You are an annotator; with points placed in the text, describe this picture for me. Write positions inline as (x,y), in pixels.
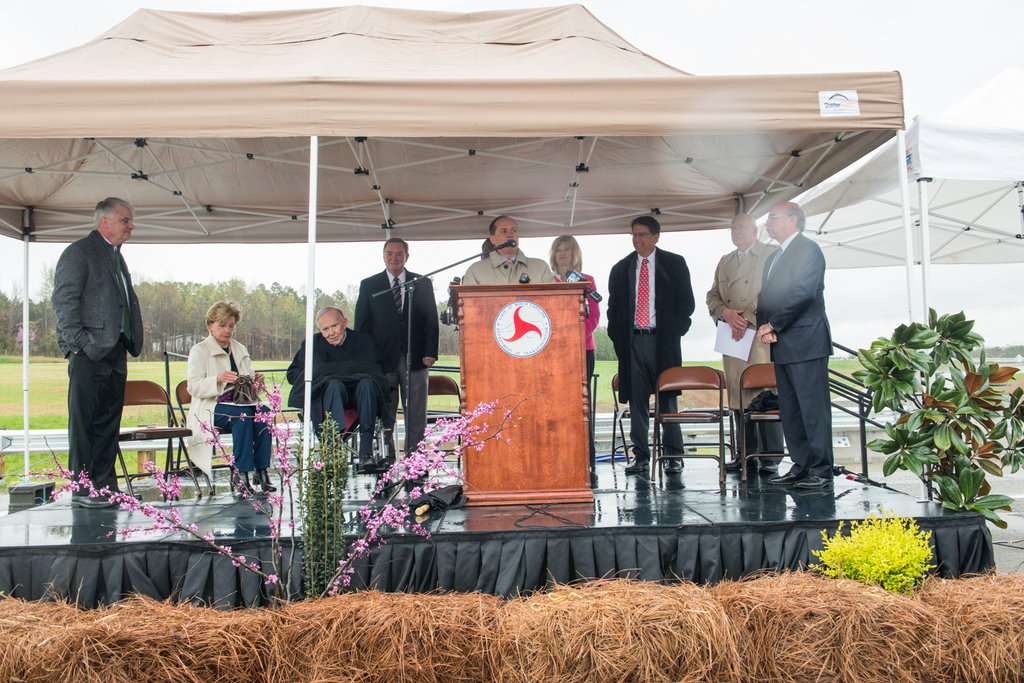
In this picture we can see plants (973,427), dried grass (794,591), tents (631,125), two people (321,376) sitting on chairs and some people (70,420) are standing on stage (623,487) and a man (483,267) standing at the podium (545,342) and in front of him we can see mics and in the background (184,316) we can see the grass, trees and the sky (376,254).
